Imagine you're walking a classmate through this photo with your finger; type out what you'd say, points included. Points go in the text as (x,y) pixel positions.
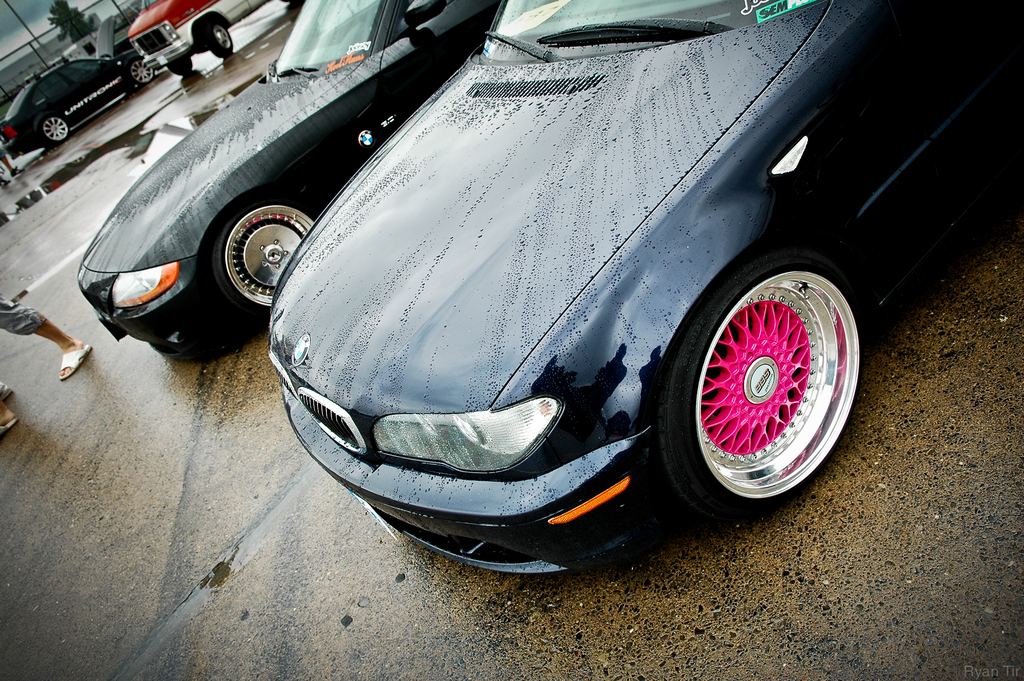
In this image I can see two cars (411,191) which are black in color on the road (14,198). I can see few persons (19,305), few vehicles (104,27) and some water (142,142) on the road (180,105). In the background (29,47) I can see the metal fencing (16,51), a pole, a tree (57,22) and the sky (10,12).
